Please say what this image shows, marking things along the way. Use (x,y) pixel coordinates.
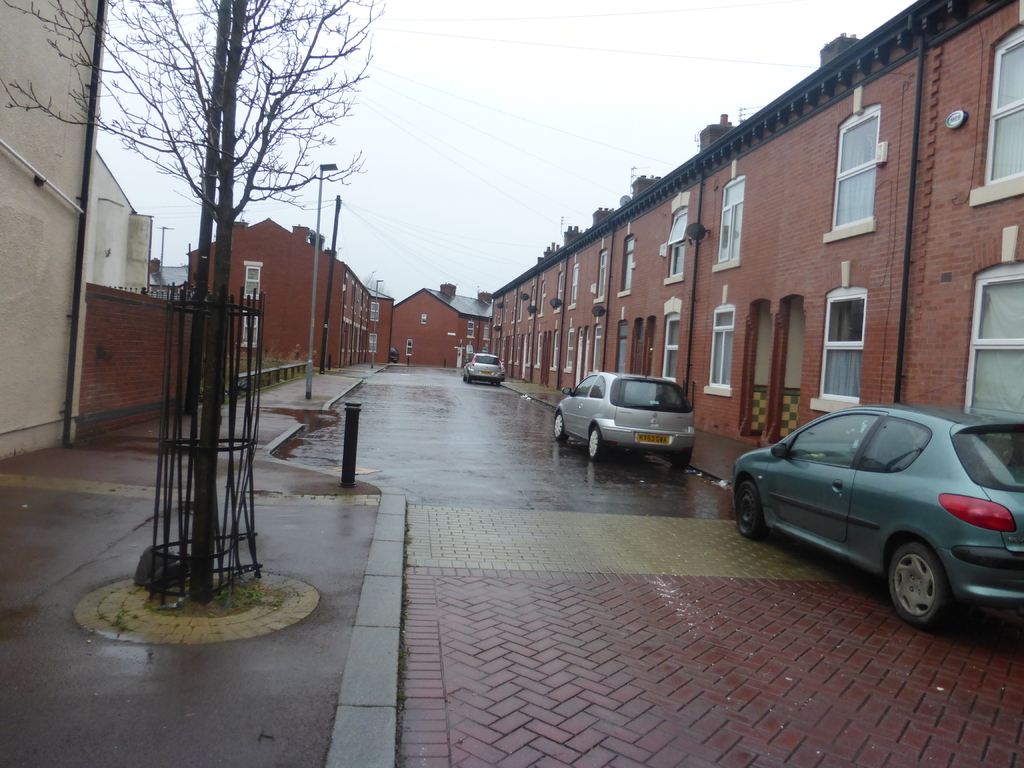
In this image we can see buildings (643,264), motor vehicles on the road (536,560), street poles (346,436), electric poles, electric cables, trees (215,353), fences (233,483) and sky (386,115) with clouds (399,182).
